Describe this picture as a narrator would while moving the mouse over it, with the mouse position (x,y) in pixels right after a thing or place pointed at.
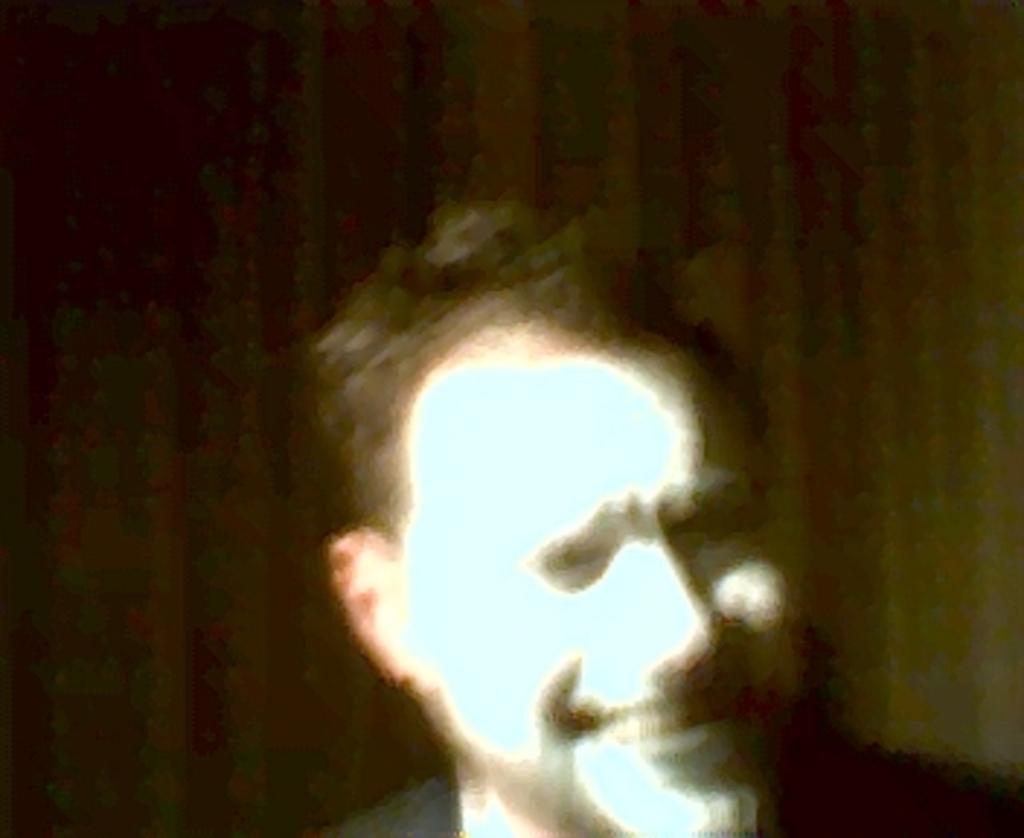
In this image there is a person (612,601) truncated towards the bottom of the image (424,592), the background of the image (960,631) is dark.
